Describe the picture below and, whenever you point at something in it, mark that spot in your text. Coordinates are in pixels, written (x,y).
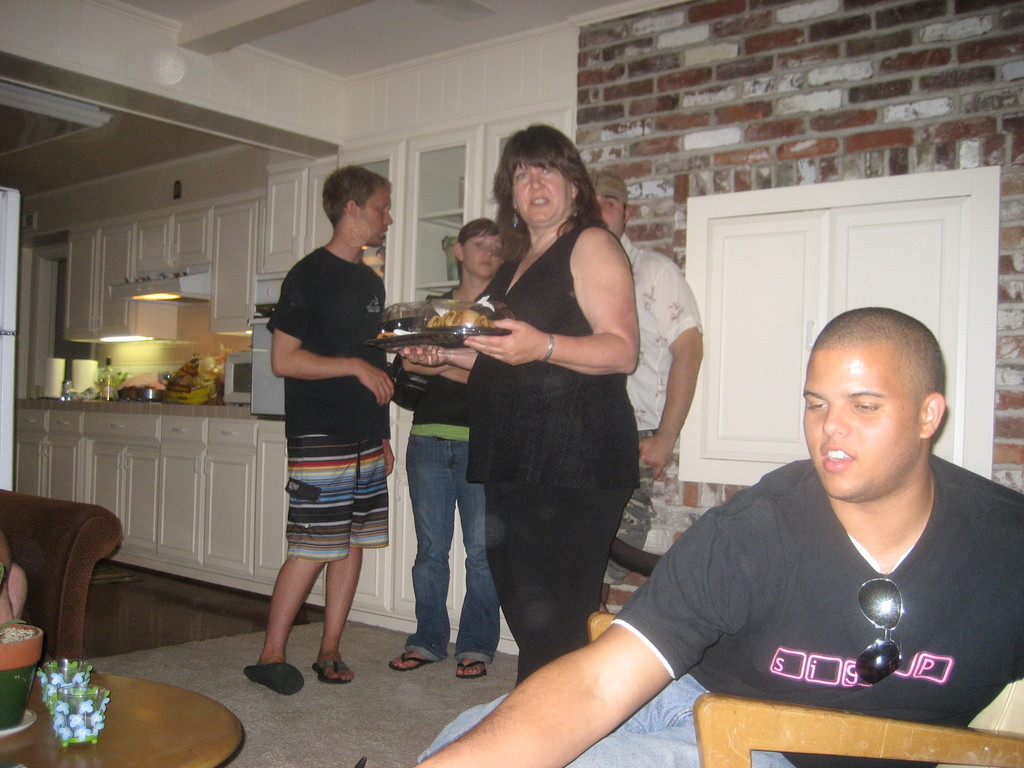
In this image there are a few people (481,398) standing and holding some objects (451,327) in their hand (489,336), in front of them there is a table (69,755). On the table (113,750) there are two glasses (68,701) and some other objects (10,705). On the other sides of the table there are persons (13,579) sitting on a couch (20,548). In the background (142,315) there is a kitchen platform (116,402) and some cupboards (36,465). There is a stove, oven (260,372) and some other objects (114,377) arranged on the platform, opposite to the platform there is a refrigerator (14,335).
